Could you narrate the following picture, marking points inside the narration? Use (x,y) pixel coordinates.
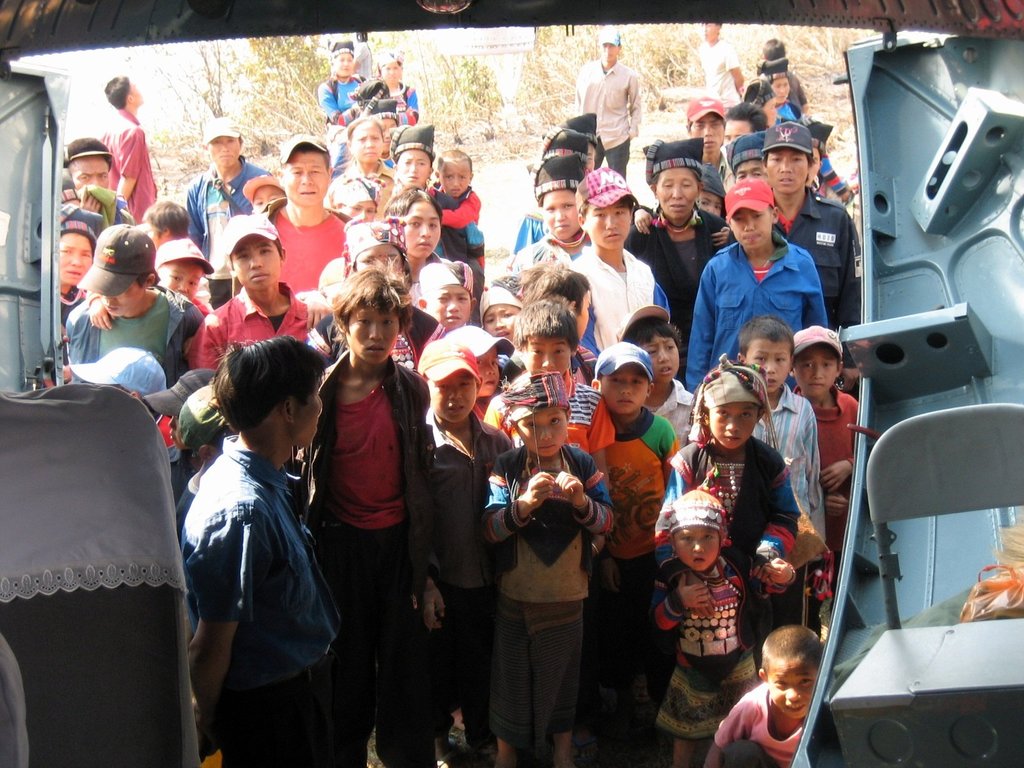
In this picture, there are group of people (509,393). Towards the bottom left (48,594), there is a seat (172,569) with a cloth (40,583). Towards the right (912,565), there is a metal (975,169). At the bottom (221,668), there is a man (288,559) in blue t shirt (279,570). On the top (570,90) there is a road (515,169) and plants (738,50).
